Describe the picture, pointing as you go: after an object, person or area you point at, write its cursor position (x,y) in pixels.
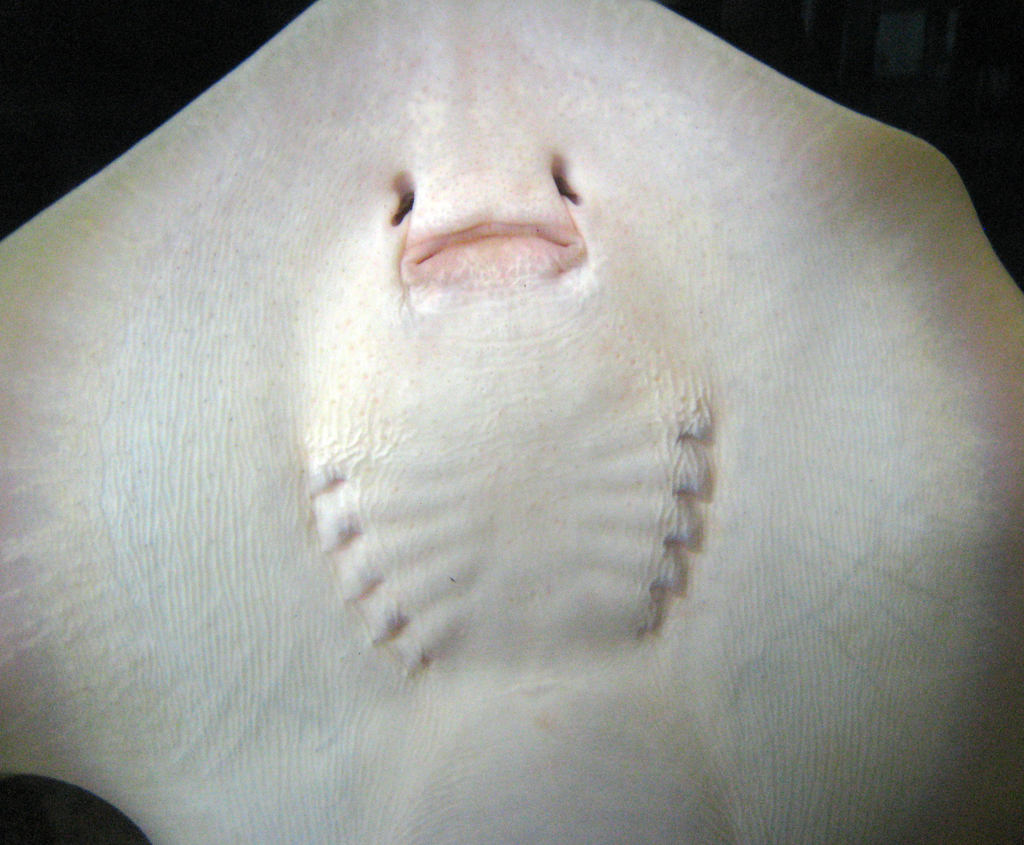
There is a white color fish (217,390). And the background (957,90) is dark in color.
